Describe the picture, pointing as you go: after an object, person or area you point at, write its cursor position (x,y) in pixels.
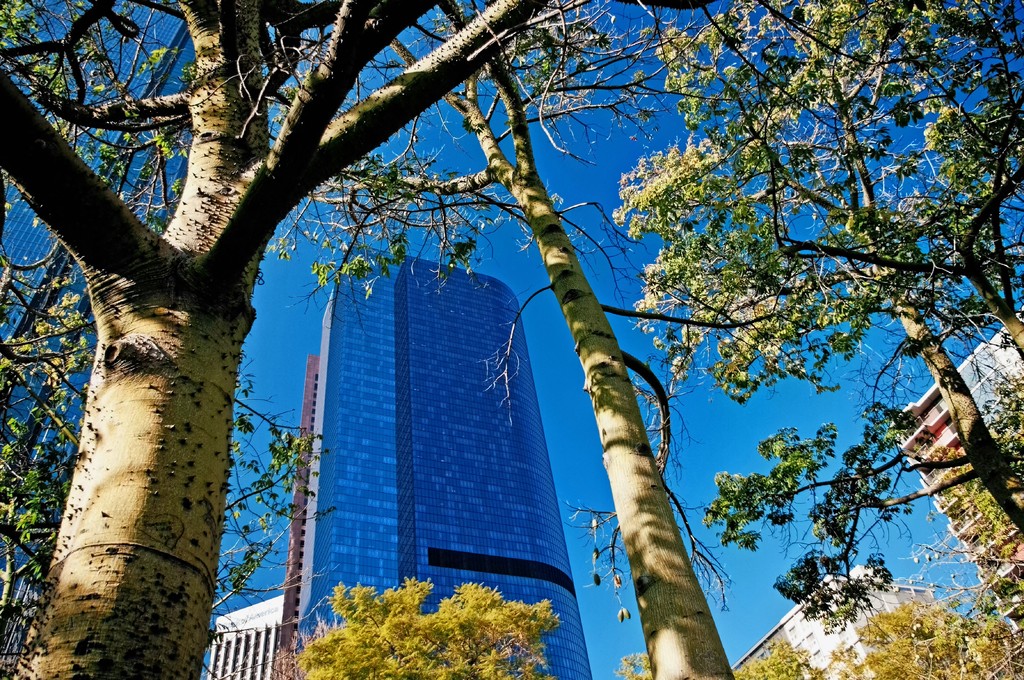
In this image we can see the buildings (492,464), trees (978,447) and also the sky (288,339) in the background (749,608).
